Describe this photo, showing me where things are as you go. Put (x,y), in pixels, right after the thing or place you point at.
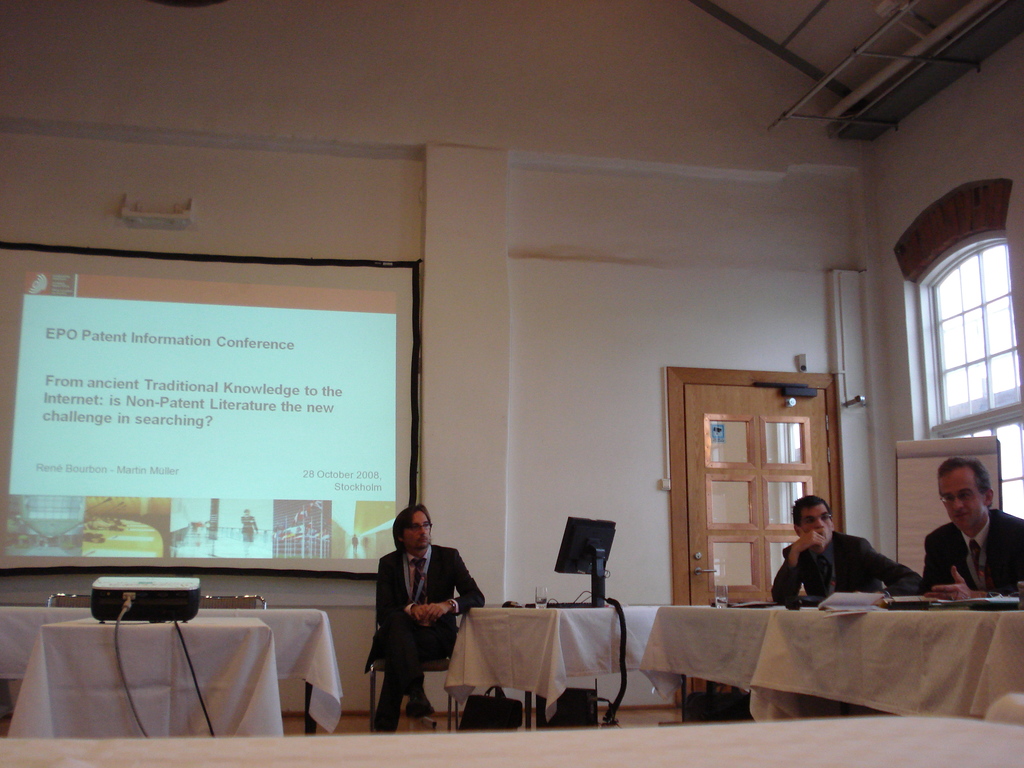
this picture shows few people (389,601) seated on the chairs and we see a table (775,608) and few papers (845,606) on it and we see a monitor (602,604) and a projector screen (214,283) and a projector (97,606).
